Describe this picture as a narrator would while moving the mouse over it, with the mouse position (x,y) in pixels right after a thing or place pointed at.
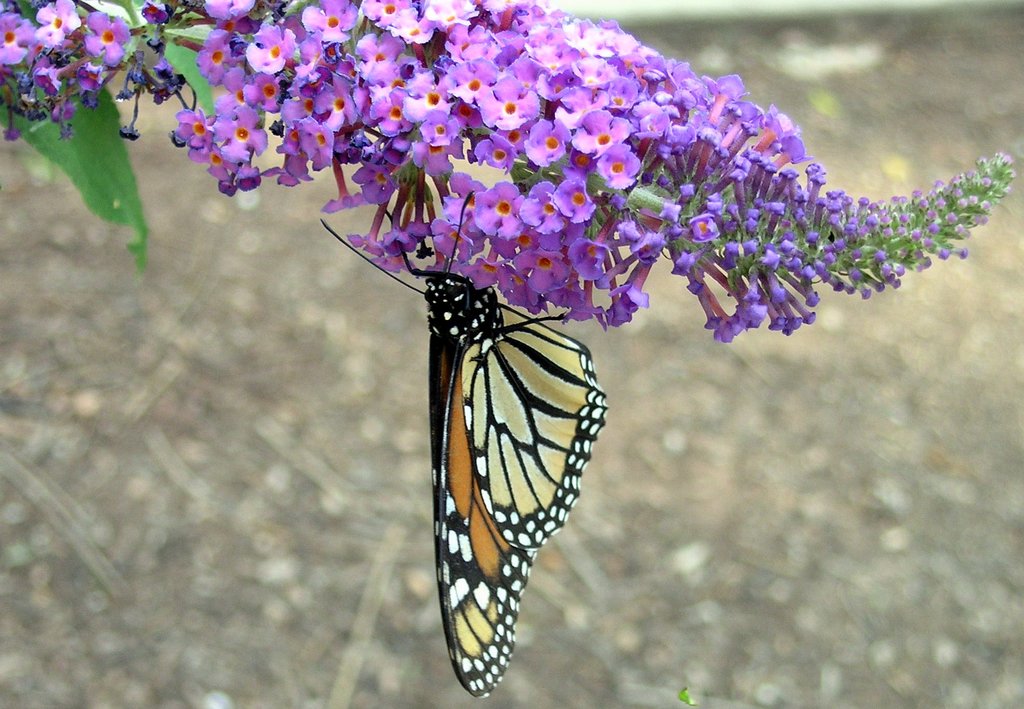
In this picture we can see a flowers (500,117), butterfly (511,497) and leaf (120,156) are present. At the bottom of the image (264,567) ground (292,563) is there.
